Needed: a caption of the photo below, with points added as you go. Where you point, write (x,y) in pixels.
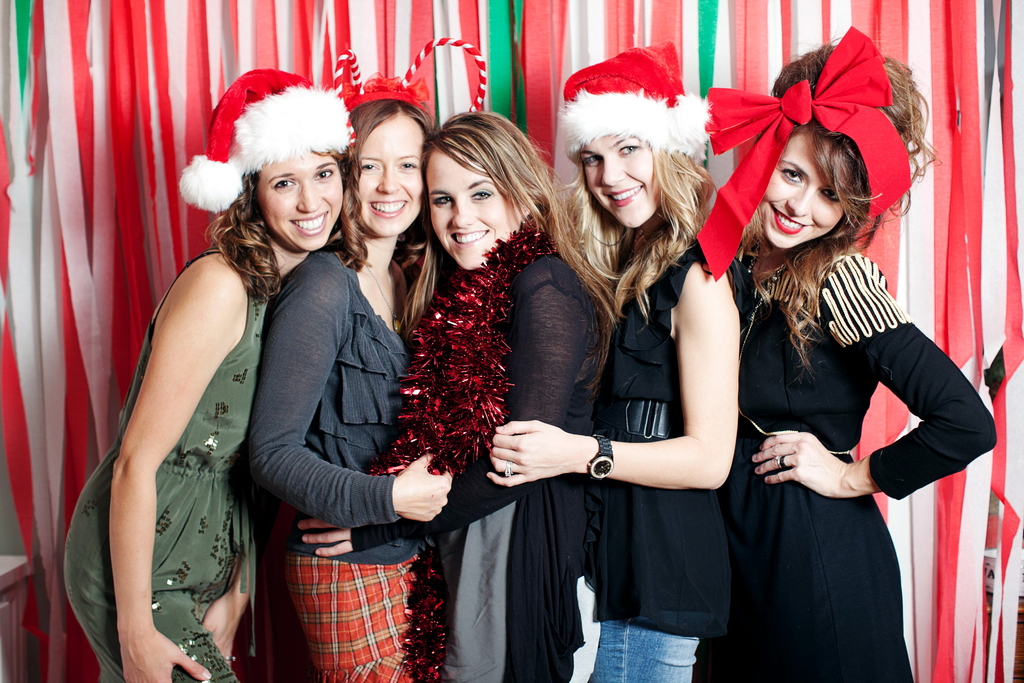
In this image we can see a few people (570,314) standing and smiling, among them some are wearing the caps (632,74) and some are wearing the ribbons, in the background (105,131) we can see some decorative items (115,121).
